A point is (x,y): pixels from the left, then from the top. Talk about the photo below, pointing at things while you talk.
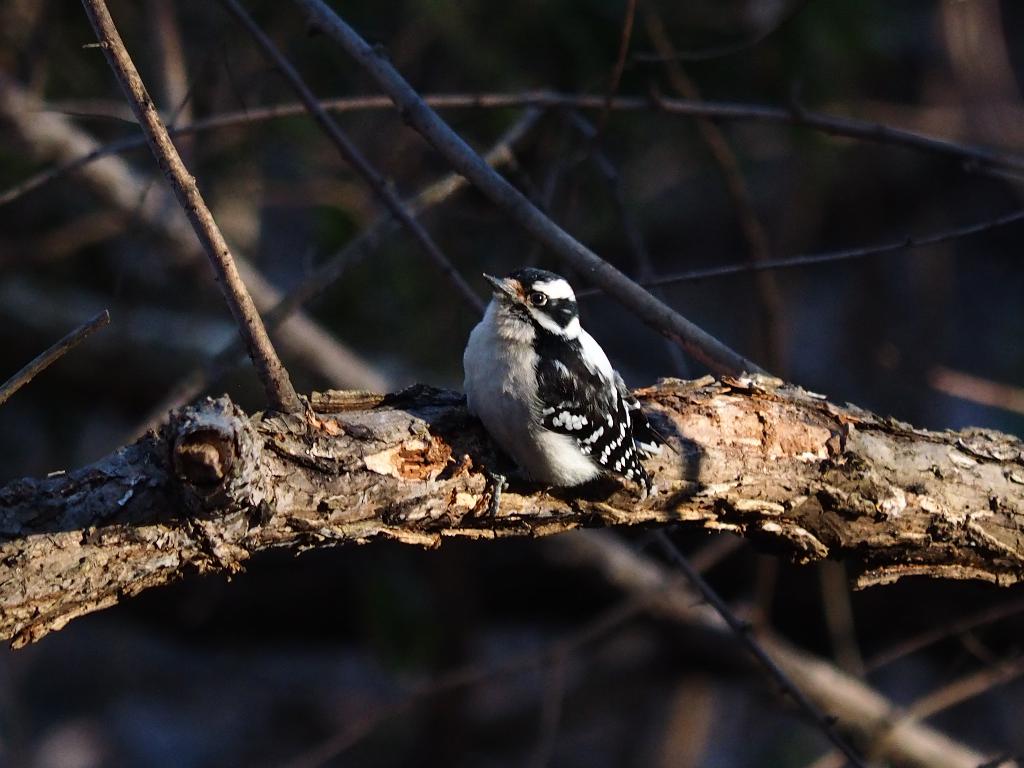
We can see bird (563,418) on wooden surface (194,420) and we can see wooden sticks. In the background (599,113) it is blur.
